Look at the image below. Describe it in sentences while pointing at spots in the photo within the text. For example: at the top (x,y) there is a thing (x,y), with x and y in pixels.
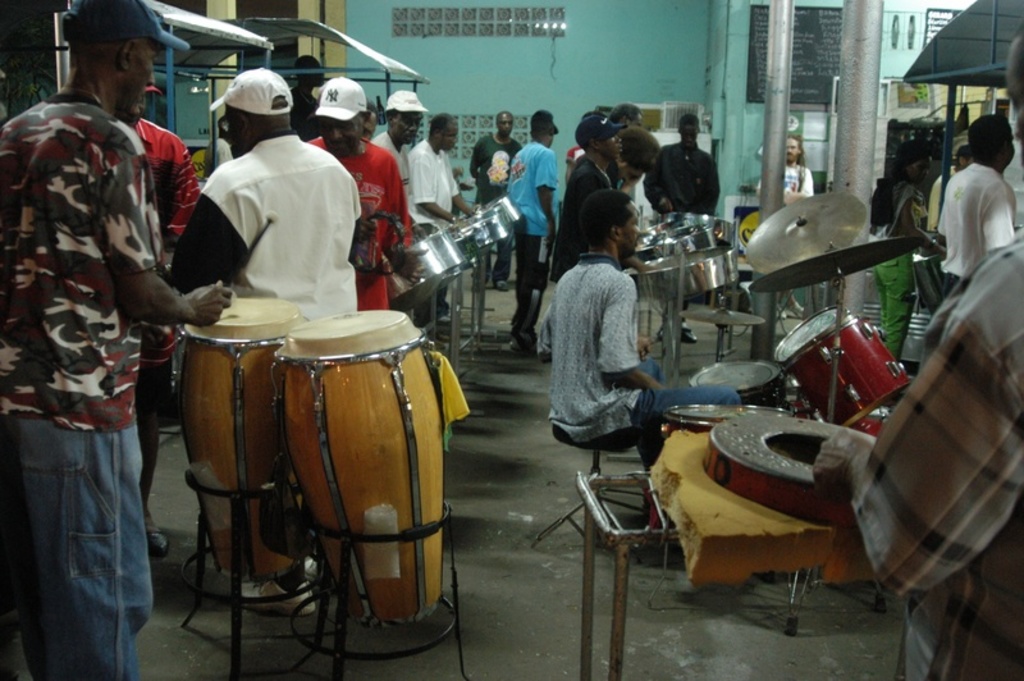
In this picture there are many people (179,202) standing, most of them were having a drums (477,237) in front of them. Some of them were wearing Caps (262,99). In the background (513,67), there is a wall (519,61) here.
